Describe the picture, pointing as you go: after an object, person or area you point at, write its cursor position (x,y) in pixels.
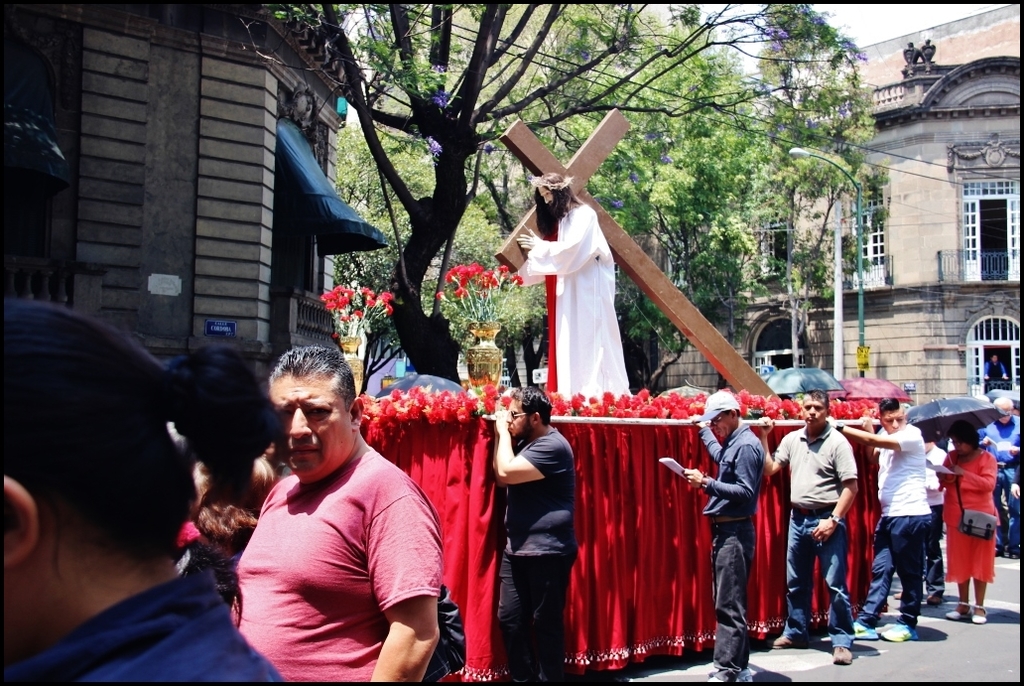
In this picture there is a man (569,198) who is standing on this table (636,527). He is holding a cross mark (700,322). At the bottom (366,638) I can see many peoples (955,500) who are standing near to the red cloth (494,547). In the background (520,217) I can see the trees (639,337), electric poles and wires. In the top right (874,20) I can see the sky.
